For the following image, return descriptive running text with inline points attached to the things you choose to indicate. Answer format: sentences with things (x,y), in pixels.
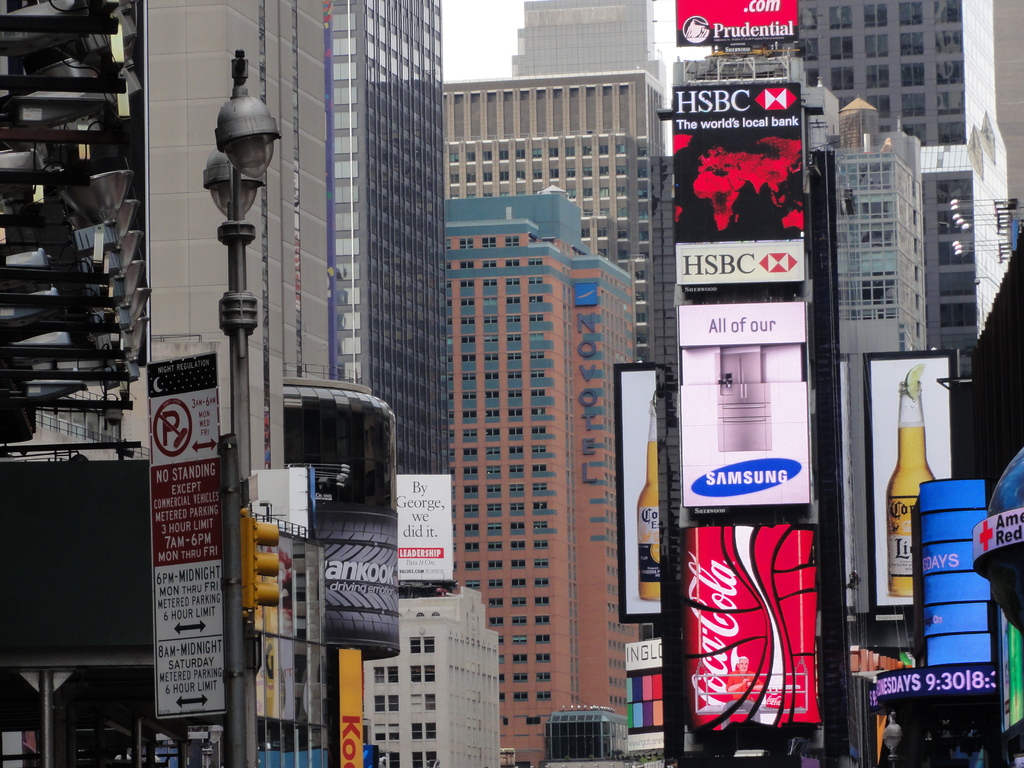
In this image I can see there are many buildings (460,114) and on the left side (252,306) there I can see pole signal (200,376) and the background (505,32) there is the sky (494,26).
